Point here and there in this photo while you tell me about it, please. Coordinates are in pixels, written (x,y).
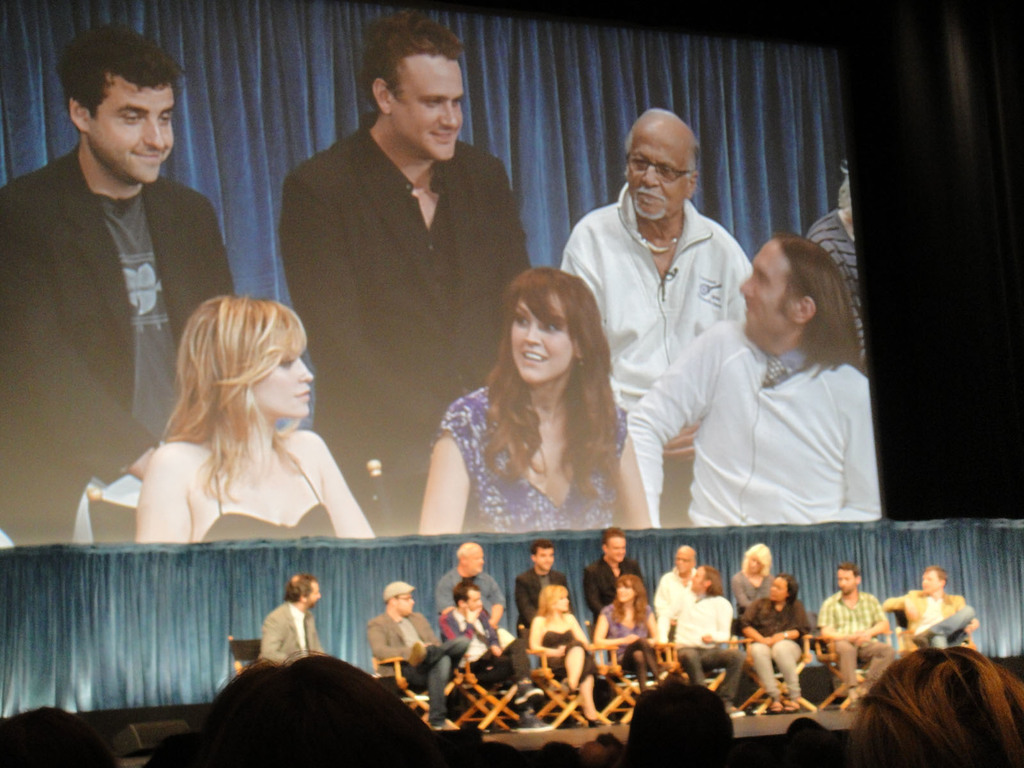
In this picture I can see few people (487,656) sitting on the chairs (818,639) and few people (546,576) standing in the back (748,587) and I can see curtains (812,599). I can see few audience (438,752) at the bottom of the picture (503,760) and a screen (619,262) at the top (339,110).
